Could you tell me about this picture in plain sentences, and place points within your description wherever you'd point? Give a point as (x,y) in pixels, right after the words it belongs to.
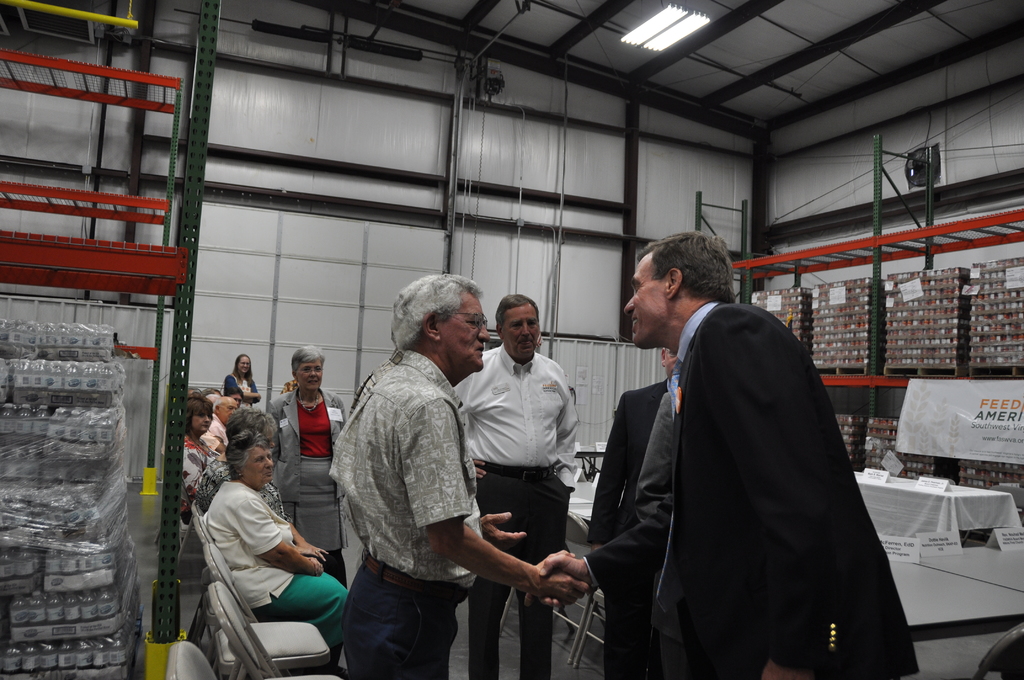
In this picture there are people (527,581) in the center of the image (381,415), some are sitting and standing in the image and there are racks (168,421) on the right (821,329) and left side of the image (177,412), there are tables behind them and there is a poster (949,444) on the right side of the image (964,413).
